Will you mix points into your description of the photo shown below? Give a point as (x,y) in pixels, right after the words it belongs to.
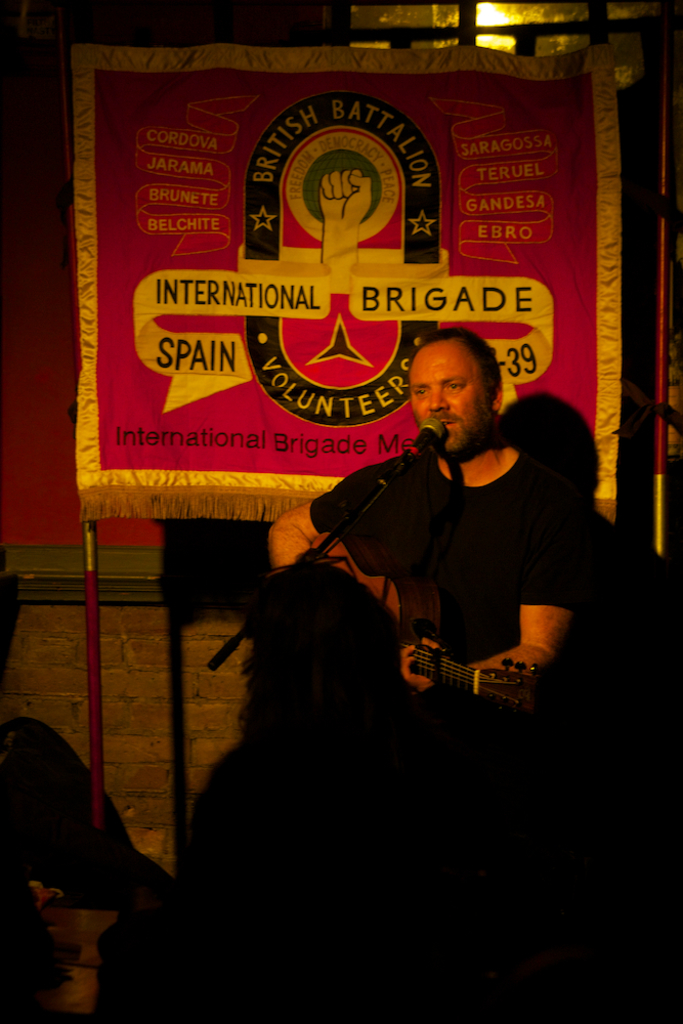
In this picture there is a man (408,666) sitting and playing a guitar (332,553) in front of a mic (414,455) and a stand (324,549). In the background (226,252) there is a board (248,260).
